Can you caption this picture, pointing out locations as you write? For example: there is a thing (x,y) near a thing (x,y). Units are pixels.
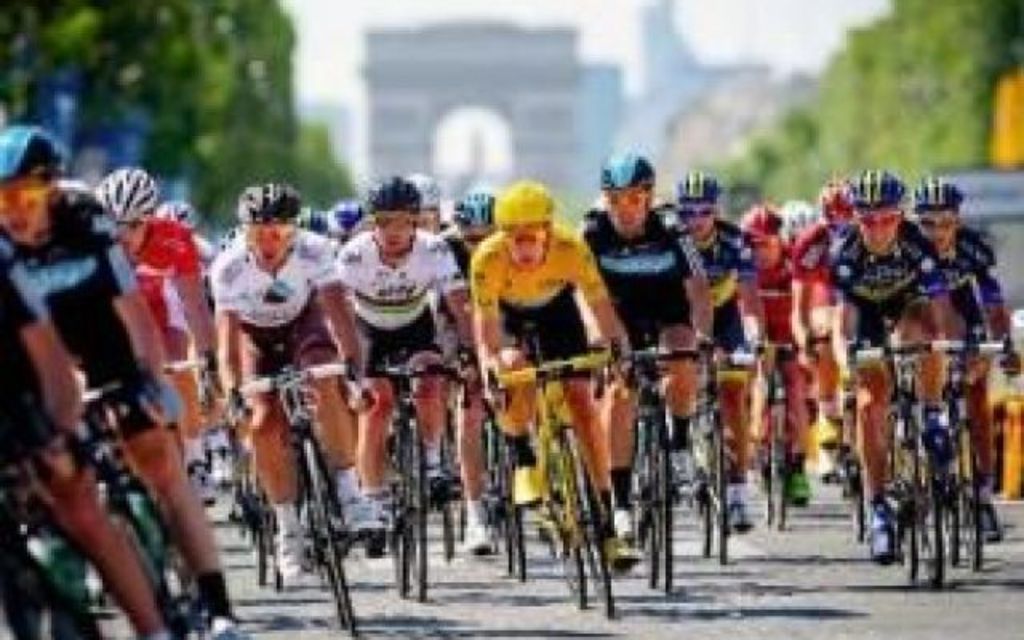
In this image we can see people (665,312) are riding bicycles (55,603) on the road (812,558). There is a blur background (1013,42) and we can see an arch (409,153), trees (203,27), and sky (320,36).
